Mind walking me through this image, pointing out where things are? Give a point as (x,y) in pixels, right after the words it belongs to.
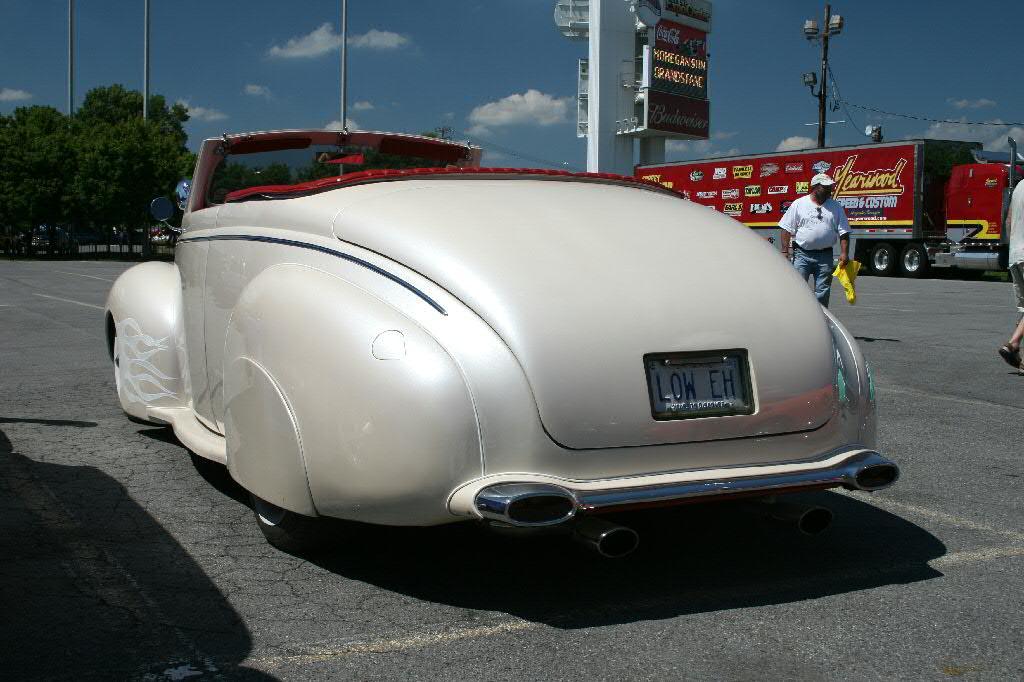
In this image we can see two vehicles (847,387) parked on the ground (893,359). On the right side of the image (825,214) we can see a person (825,231) holding a bag (845,278) and a person (1009,359) walking on ground (1009,381). On the left side of the image (178,221) we can see a group of trees (82,159). In the background (682,17), we can see some poles (612,92), signboards (692,57) with some text (687,120) and lights (832,28) on pole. At the top of the image (842,128) we can see the sky (399,59).
